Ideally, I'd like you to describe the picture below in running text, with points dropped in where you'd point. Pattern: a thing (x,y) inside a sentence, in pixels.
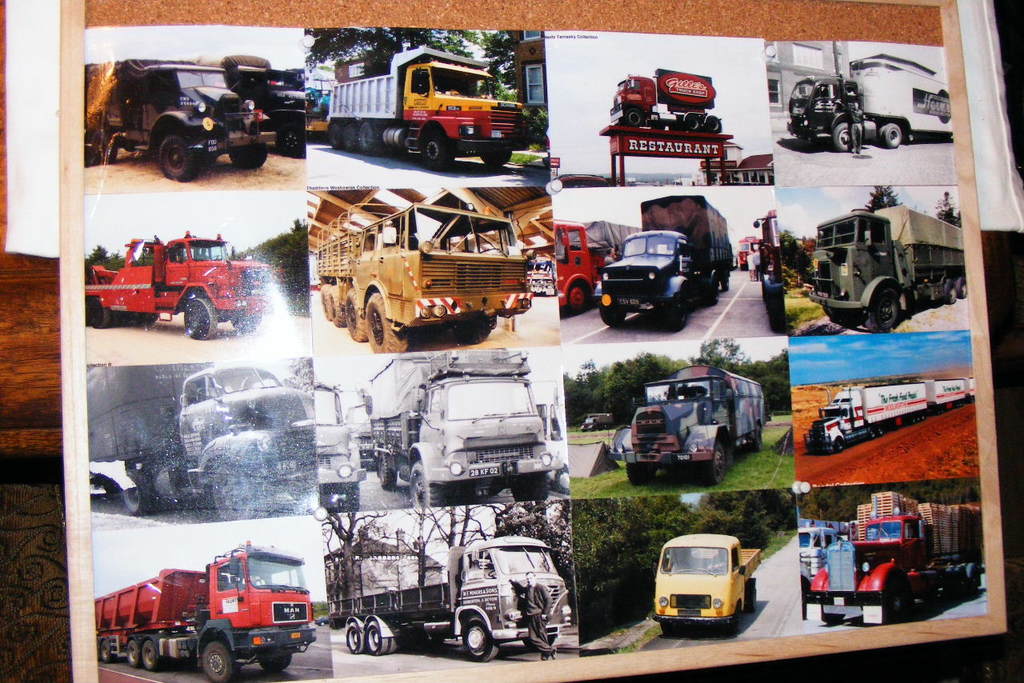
In this picture, we see the collage (601,428) of sixteen images (282,386). In each image (357,246), we see a vehicle (225,431) either in color or in black and white. This might be a photo frame (274,284). Behind that, we see a white color cloth (25,74). This photo frame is placed on the brown table (33,343).
